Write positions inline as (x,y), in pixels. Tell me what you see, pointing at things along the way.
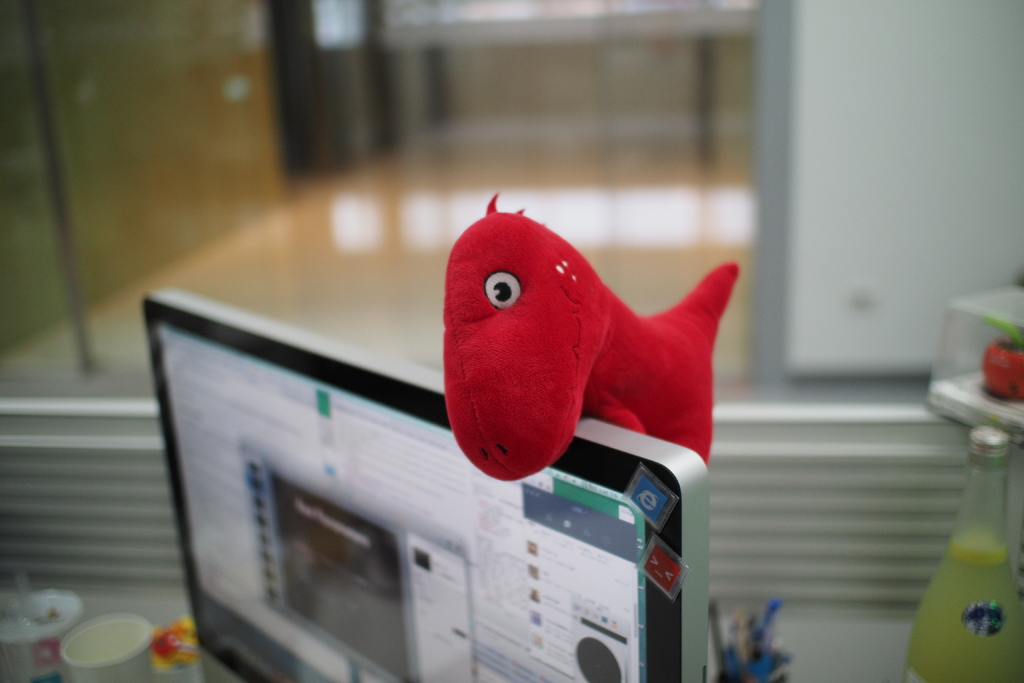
In this image I can see the screen (328,360) and the red color toy (549,408) is on the screen (588,420). I can see few cups (67,622), bottle (949,665), pens (755,649) in the holder (750,649) and few objects (971,374). Background (965,135) is blurred.
